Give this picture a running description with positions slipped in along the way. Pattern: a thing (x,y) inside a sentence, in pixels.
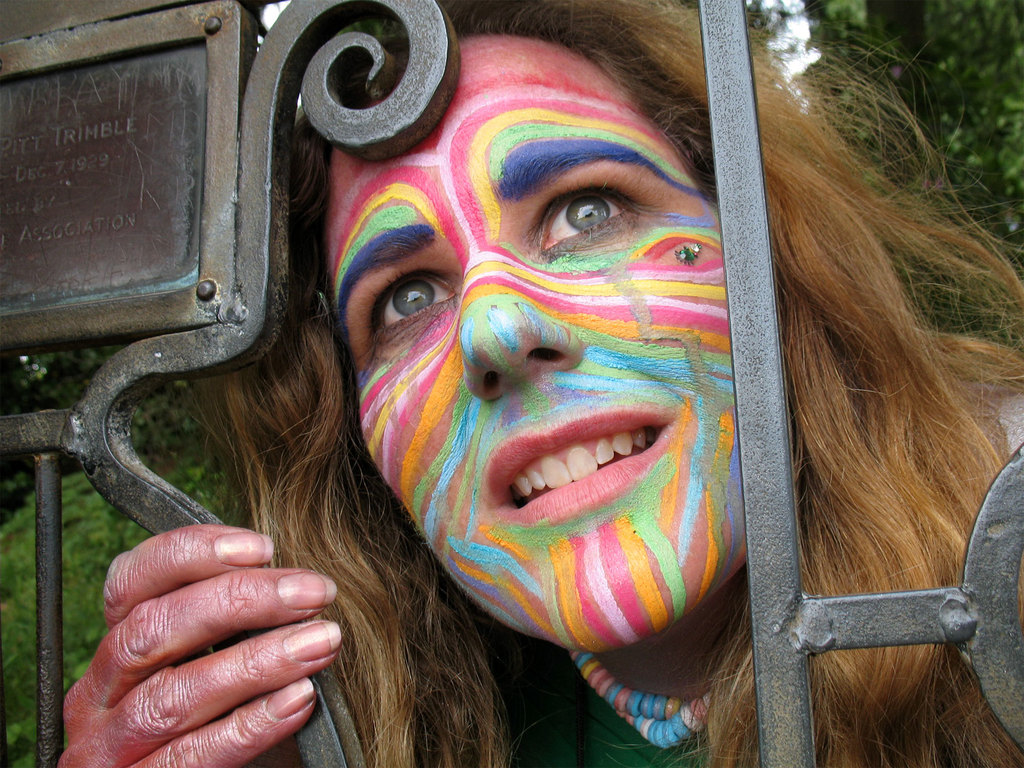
In the top left corner of the image (164,187) we can see one black color object (246,189) with some text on it. And we can see one woman (451,494) is smiling. And we can see some paint (491,399) on her face (538,604). In the background (938,117), we can see trees (938,117).
